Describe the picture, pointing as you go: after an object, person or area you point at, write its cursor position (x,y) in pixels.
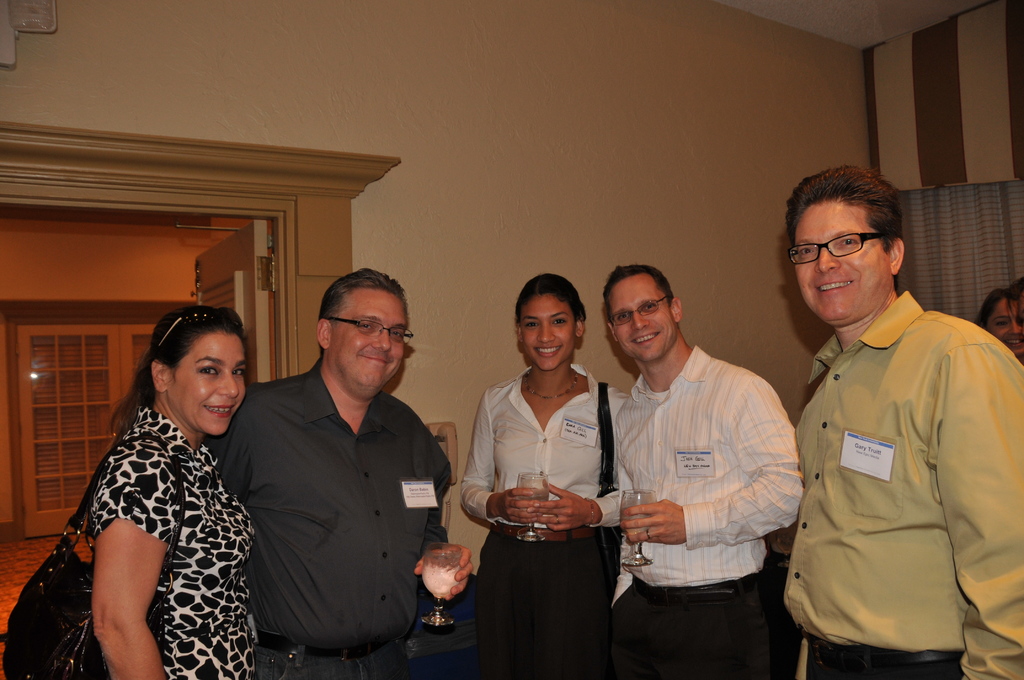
In this picture there are people (553,537) in the center of the image (484,448), few of them are holding glasses (426,577) in their hands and there are other people (1006,309) in the background area of the image (992,312), it seems to be there is a lamp (21,15) in the top left side of the image (8,21), it seems to be there is a curtain (939,135) in the background area of the image (935,135) and there is a door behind them, it seems to be there is a window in the image.
